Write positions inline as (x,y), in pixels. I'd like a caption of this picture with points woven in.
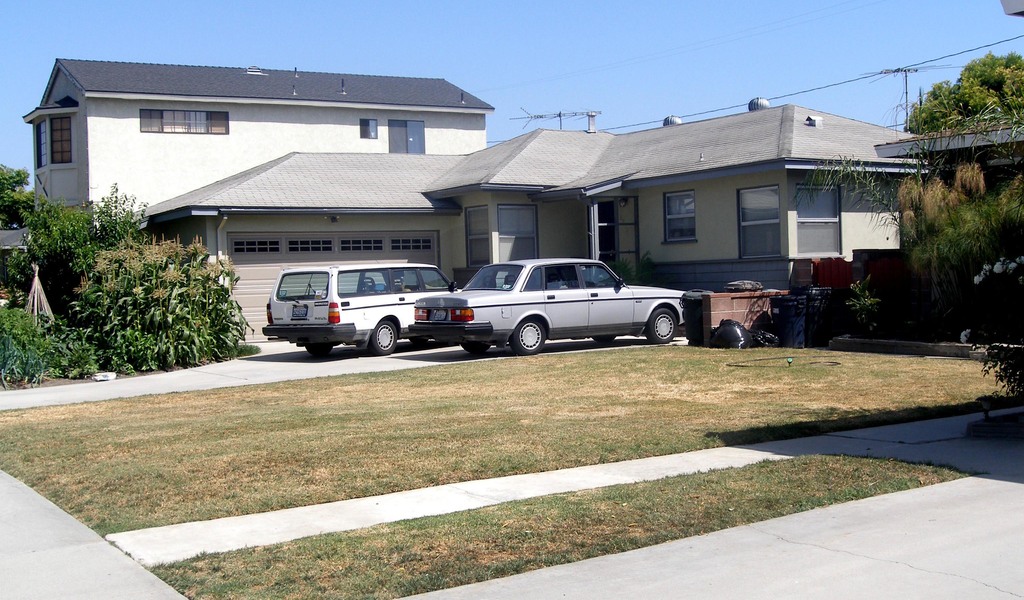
In this picture I can see few vehicles (489,315) and buildings (489,177) in the middle (370,234). There are trees (113,226) on either side of this image, at the top (591,52) I can see the sky (590,91).
